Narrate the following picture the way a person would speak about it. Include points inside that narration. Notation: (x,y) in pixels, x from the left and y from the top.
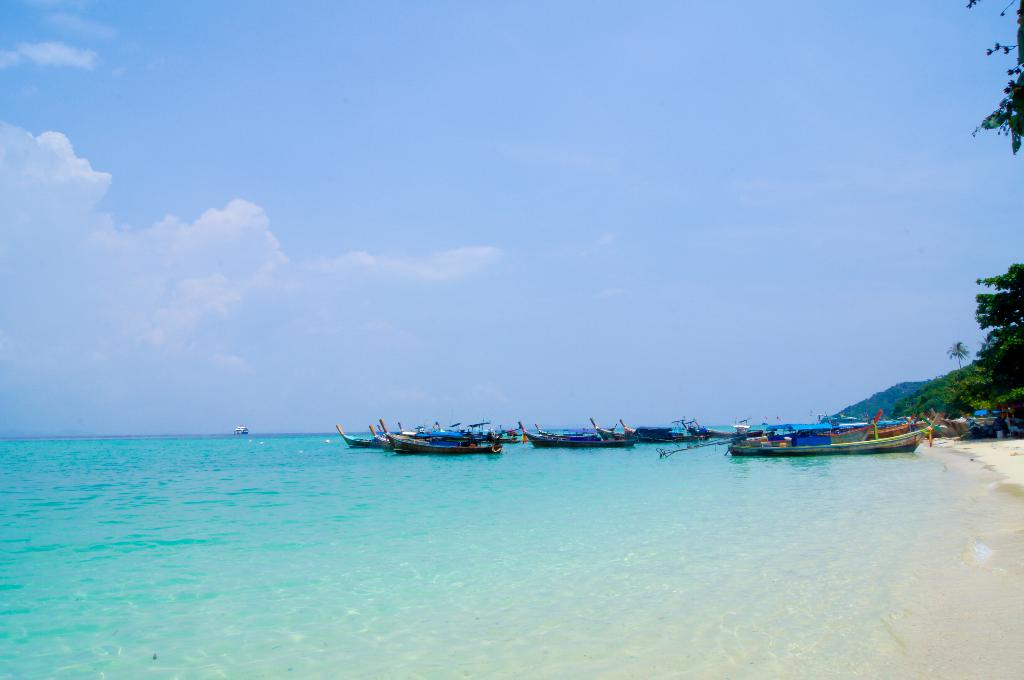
In this image we can see a large water body (495,460). We can also see some boats (795,437) on a sea shore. On the backside (998,370) we can see a group of trees (999,384), the hill (962,379) and the sky (535,285) which looks cloudy.
